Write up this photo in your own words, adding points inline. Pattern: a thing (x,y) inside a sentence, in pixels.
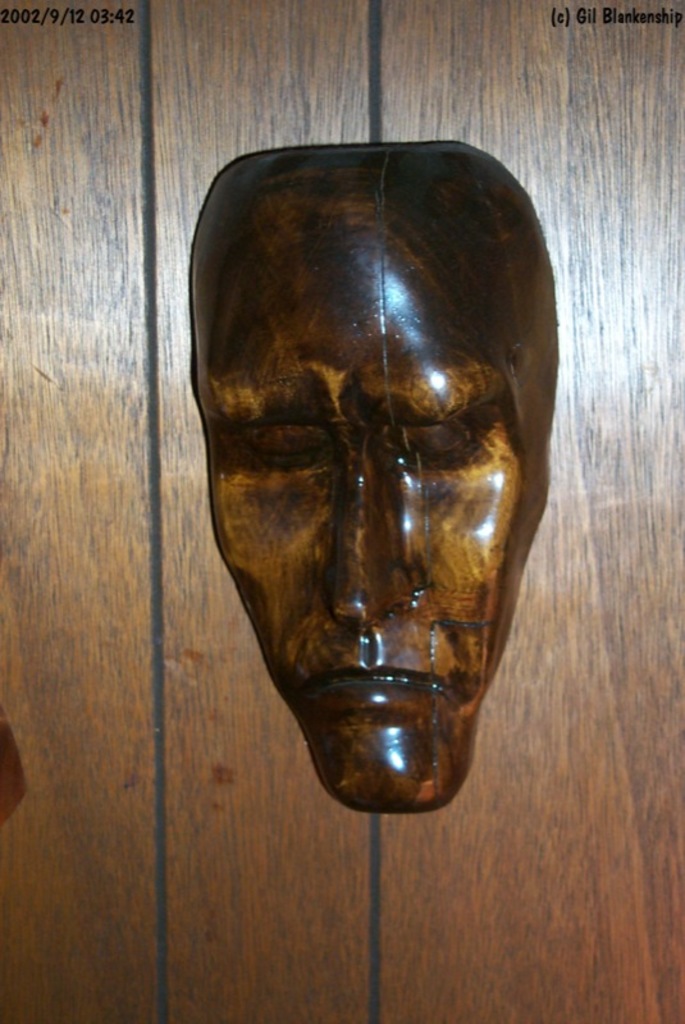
In the middle of the image (383,626) we can see a wooden sculpture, on a wall (291,50).
